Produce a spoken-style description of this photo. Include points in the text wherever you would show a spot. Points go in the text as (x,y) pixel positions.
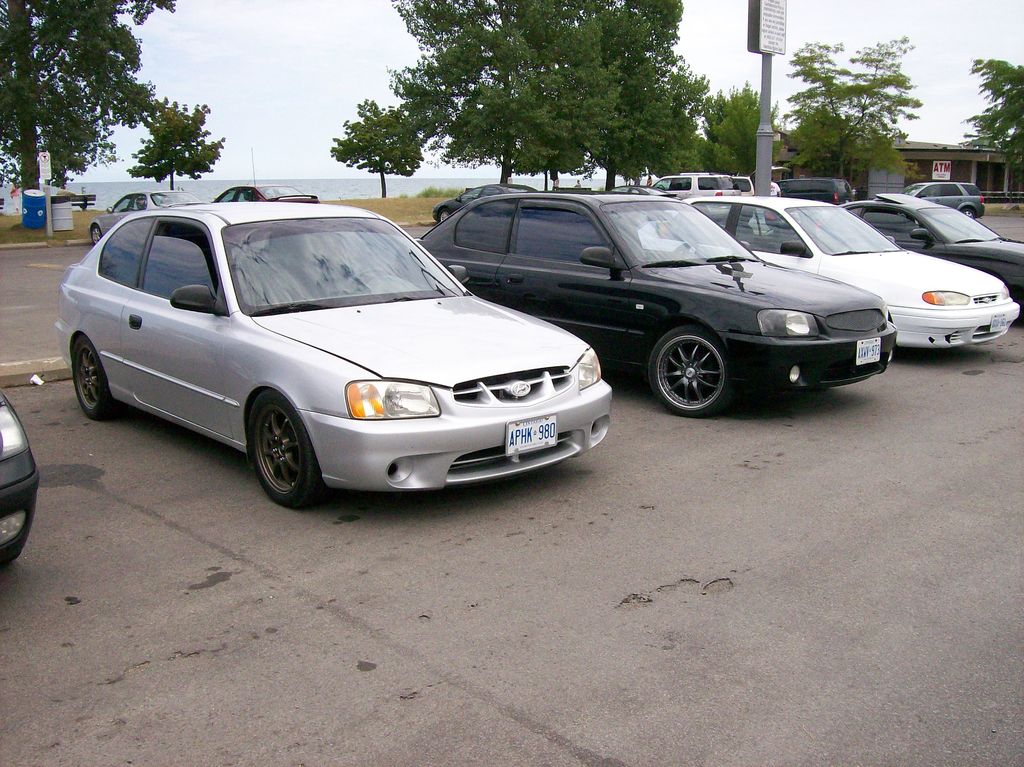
In this picture we can see vehicles (297,398) are on the road (109,513), behind we can see some shed (919,169) and some trees (597,135).
